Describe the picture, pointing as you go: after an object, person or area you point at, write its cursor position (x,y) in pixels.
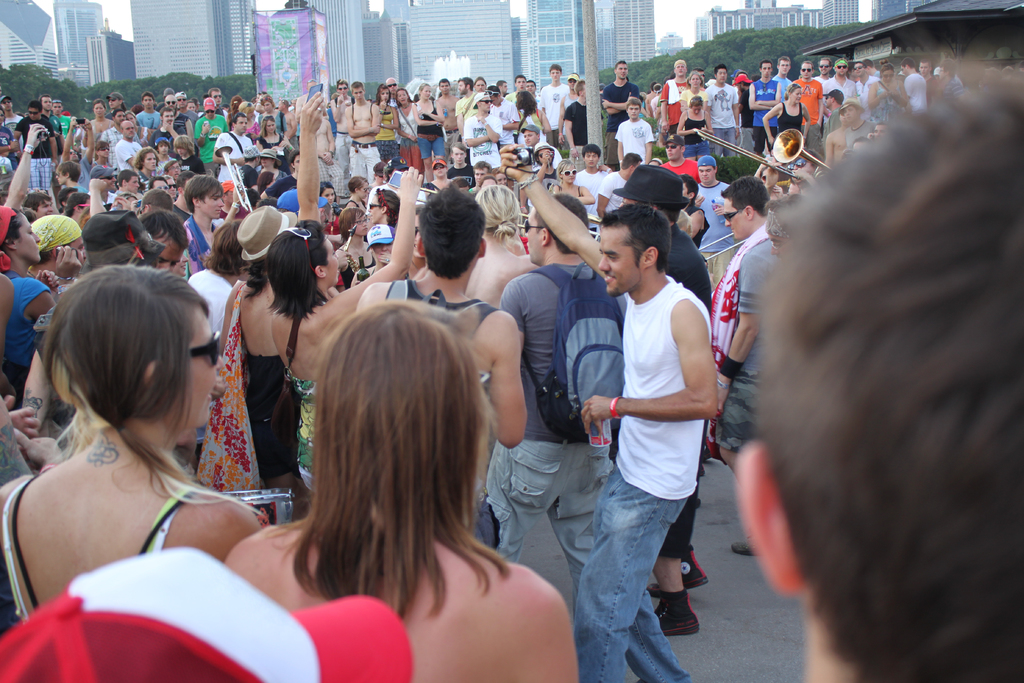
In this image I can see number of people (324,266) are standing. I can see few of them are wearing hats (150,242) and few of them are holding musical instruments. I can also see few of them are carrying bags (619,367). In the background (661,76) I can see number of trees (701,50) and number of buildings (481,68).
